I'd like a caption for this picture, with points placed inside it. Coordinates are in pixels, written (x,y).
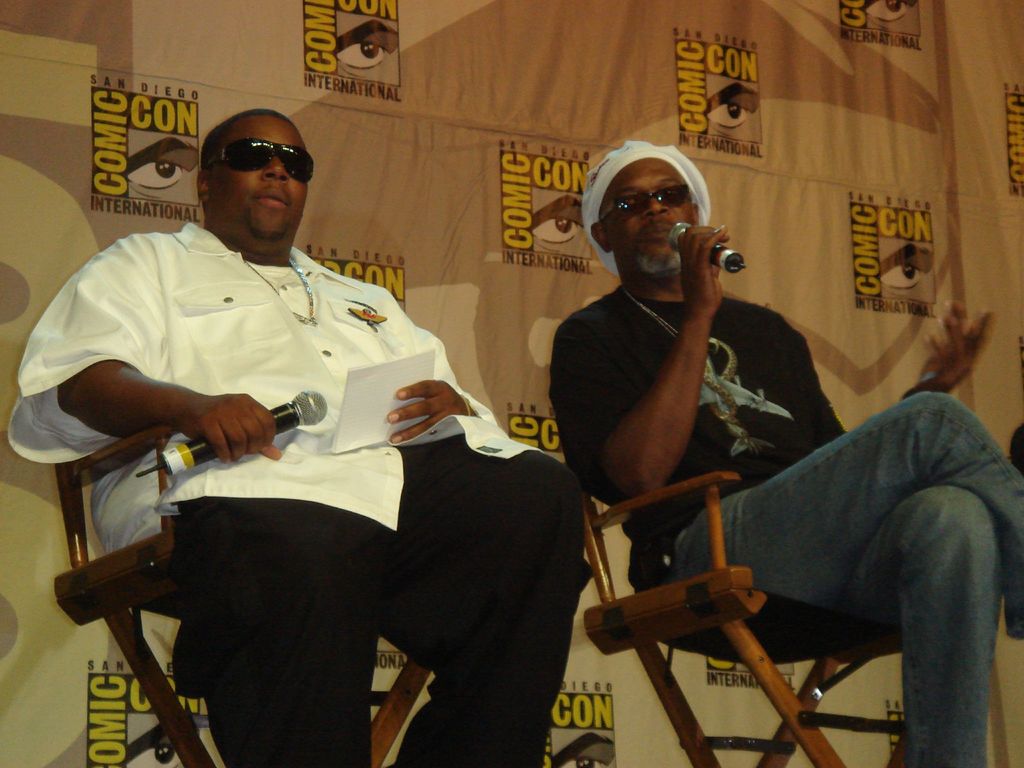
In this picture there are two men (592,431) sitting on chairs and holding microphones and wore goggles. In the background of the image (794,253) we can see hoarding (778,263).
